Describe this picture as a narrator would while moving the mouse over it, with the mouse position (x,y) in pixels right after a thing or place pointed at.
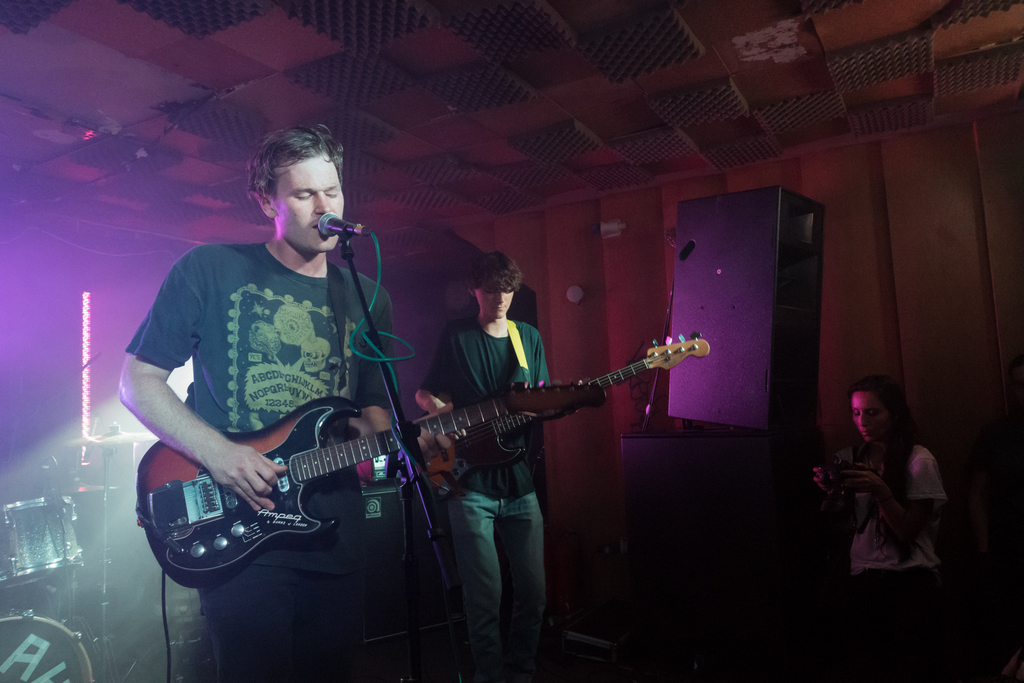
In this picture there is one boy (127,401) who is playing the guitar (321,471) and singing in the mic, there is one boy (480,480) who is standing at the back side of the boy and there are two speakers (741,314) on the stage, there are two drums (15,542) behind the boy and one girl (877,589) who is standing she is recording the songs in her phone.
